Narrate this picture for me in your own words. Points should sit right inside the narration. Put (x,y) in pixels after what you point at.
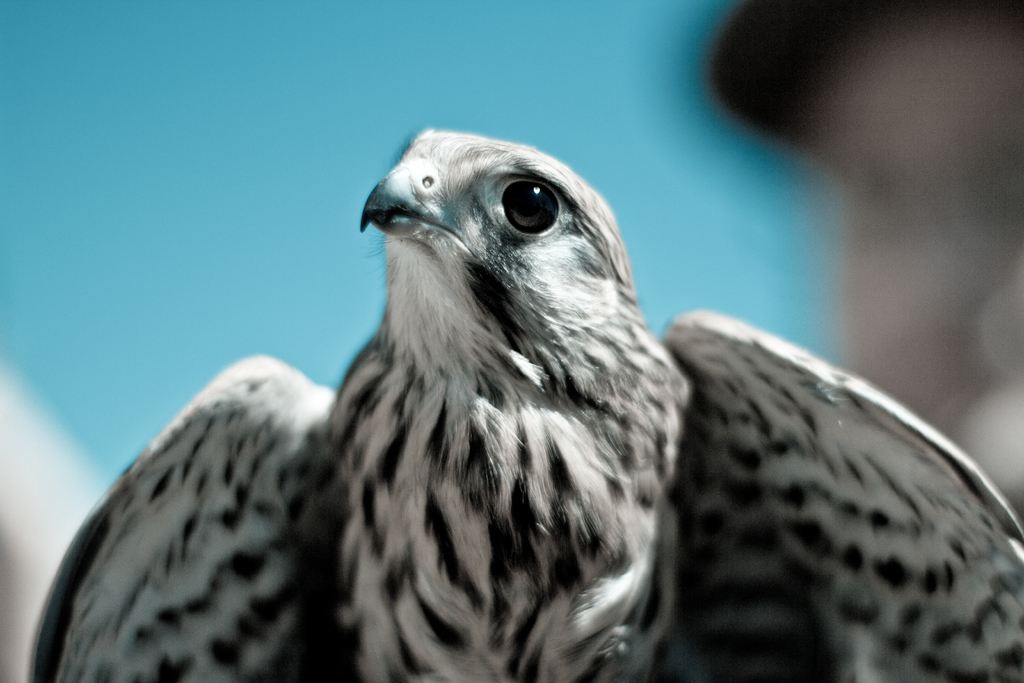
In this image in front (733,396) there is a bird (453,432) and the background of the image (215,292) is blur.
